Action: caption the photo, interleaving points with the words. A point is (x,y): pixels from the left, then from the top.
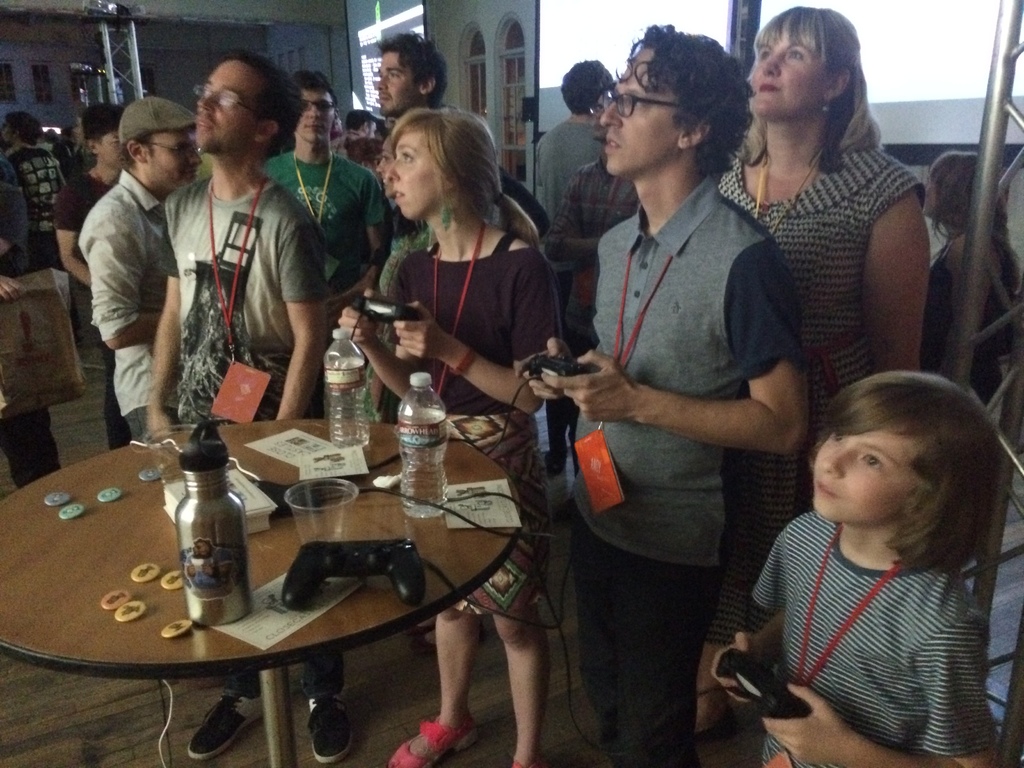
In this image there are group of people (667,214) who are standing it seems that they are playing video games, in front of them there is one table (244,442). On the table (126,479) there are three bottles (222,518), cups (331,512) and some cards (325,473) are there on the top (510,37) there is a window (502,49).
